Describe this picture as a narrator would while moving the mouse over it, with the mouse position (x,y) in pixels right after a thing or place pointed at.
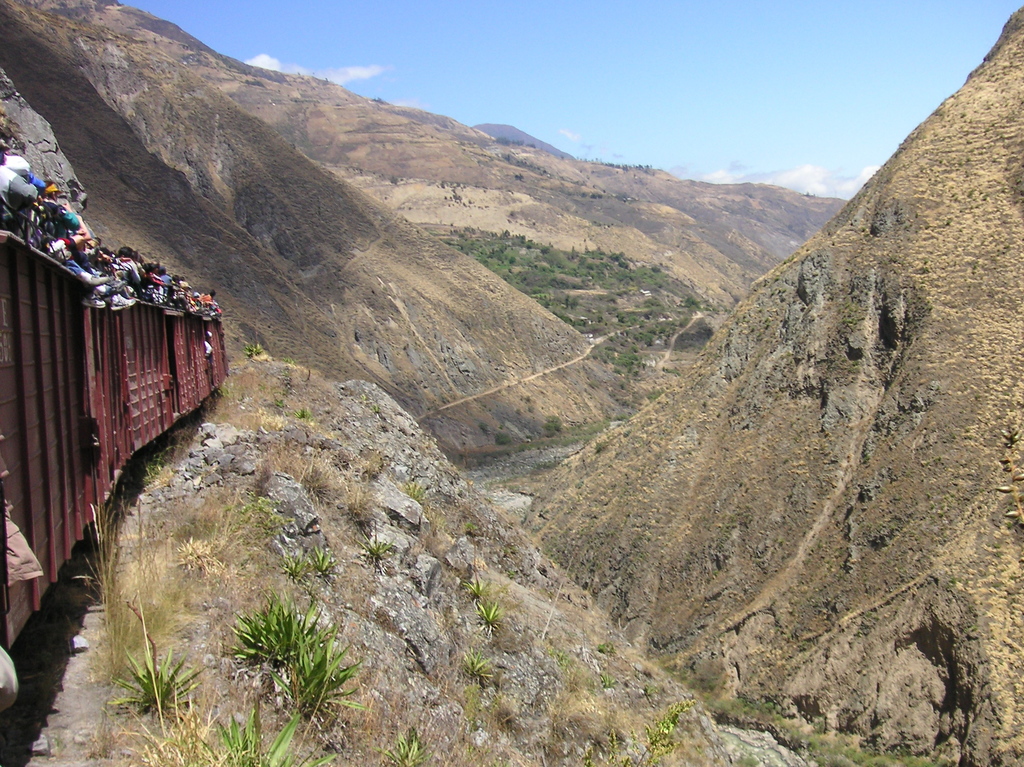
As we can see in the image there are hills (693,444), grass (556,397), train (68,418), many people (206,306) sitting on train (153,405) and there is a sky (686,101).
